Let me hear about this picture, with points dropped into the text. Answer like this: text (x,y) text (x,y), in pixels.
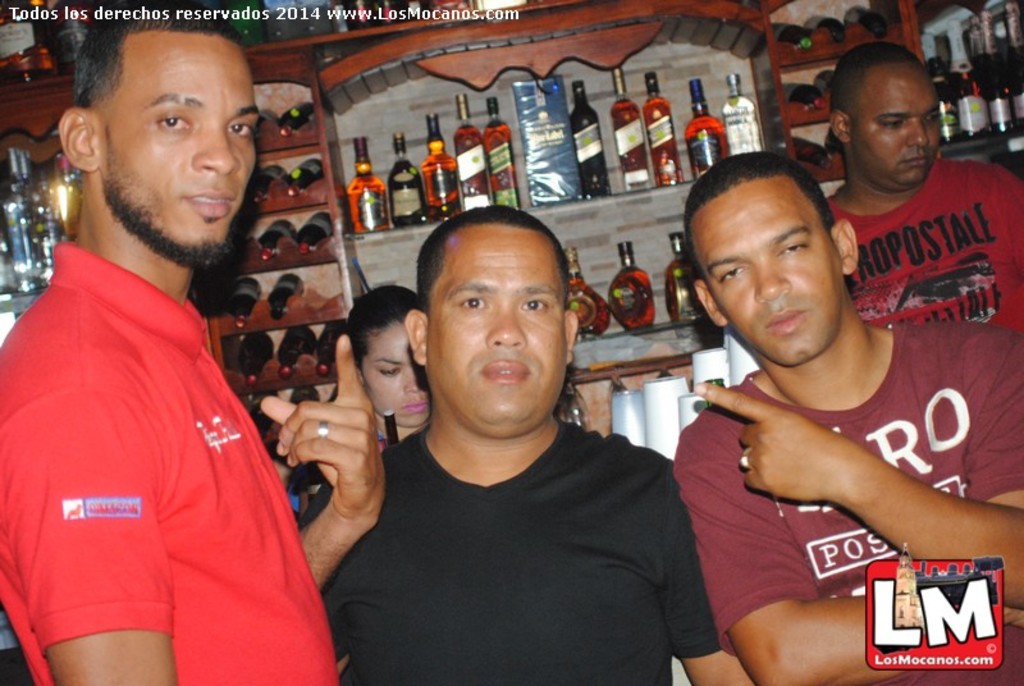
Here we can see a people (787,321). Background (332,222) there is a rack (782,93) filled with bottles (357,203). Top of the image (384,17) there is a watermark (347,20).
